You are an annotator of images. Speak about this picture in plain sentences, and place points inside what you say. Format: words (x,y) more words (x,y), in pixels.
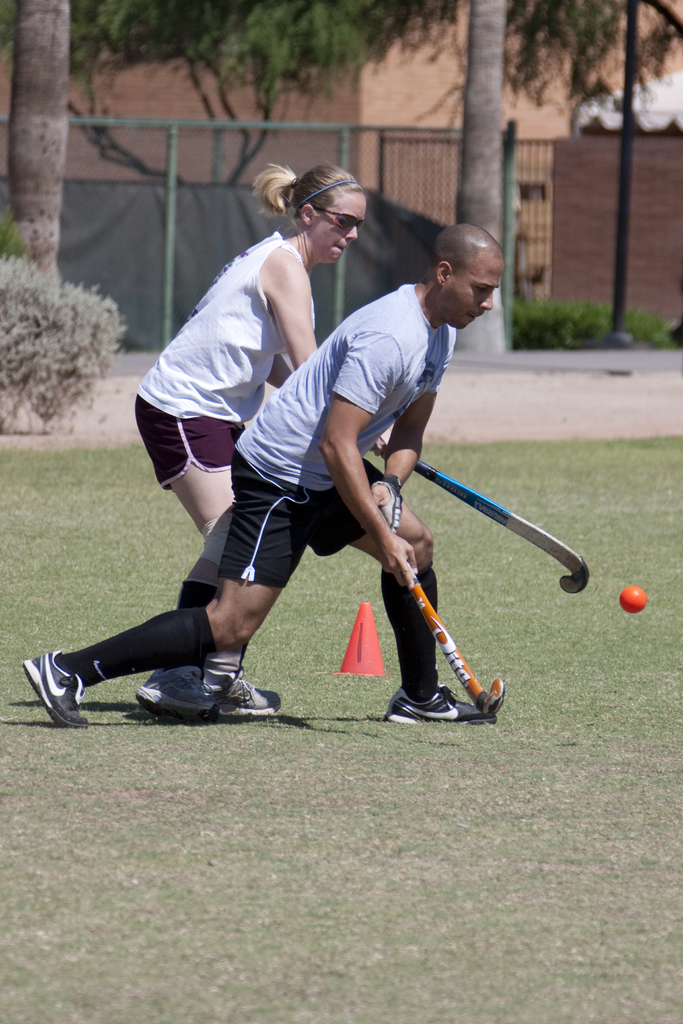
As we can see in the image there are two people (395,584), a ball (639,596), traffic cone (347,649), grass (453,615), plants (59,369), fence (211,156), trees (517,11) and buildings (405,110).
